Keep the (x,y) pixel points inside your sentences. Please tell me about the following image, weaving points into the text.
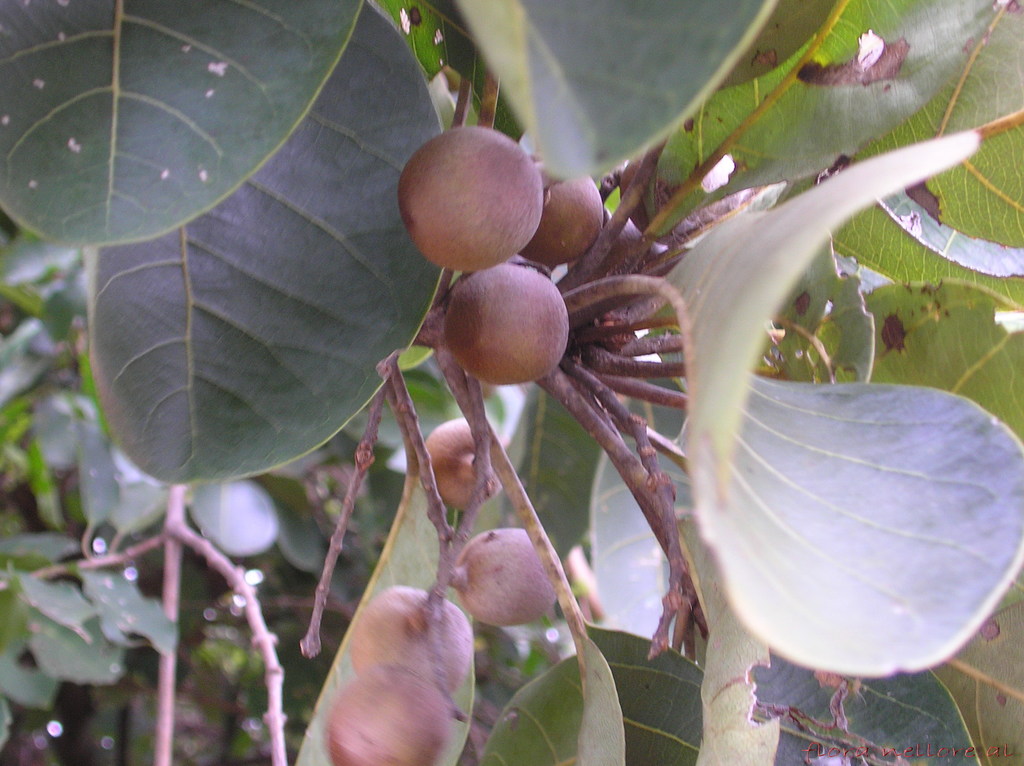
In the picture we can see a plant (524,596) with leaves (1016,459) and fruits (373,718).
